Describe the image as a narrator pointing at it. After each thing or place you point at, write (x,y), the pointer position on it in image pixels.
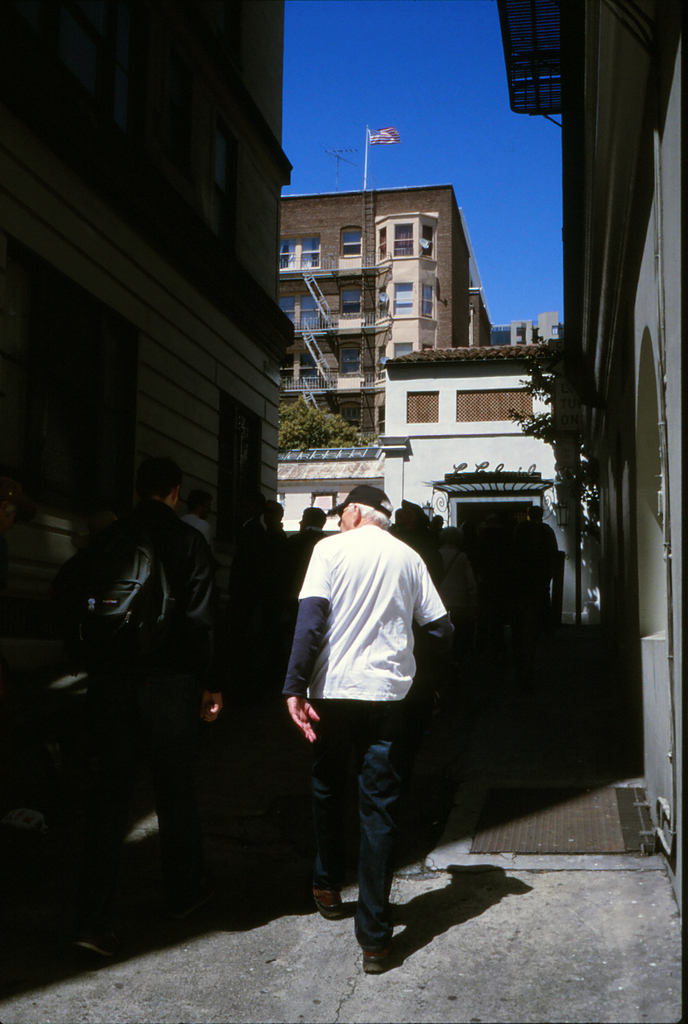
In this image we can see some group of persons (312,653) walking through the street (205,773), there are some buildings (15,388) on left (18,388) and right side of the image (626,548) and in the background of the image (361,472) there are some trees (320,440) and buildings (396,278).
